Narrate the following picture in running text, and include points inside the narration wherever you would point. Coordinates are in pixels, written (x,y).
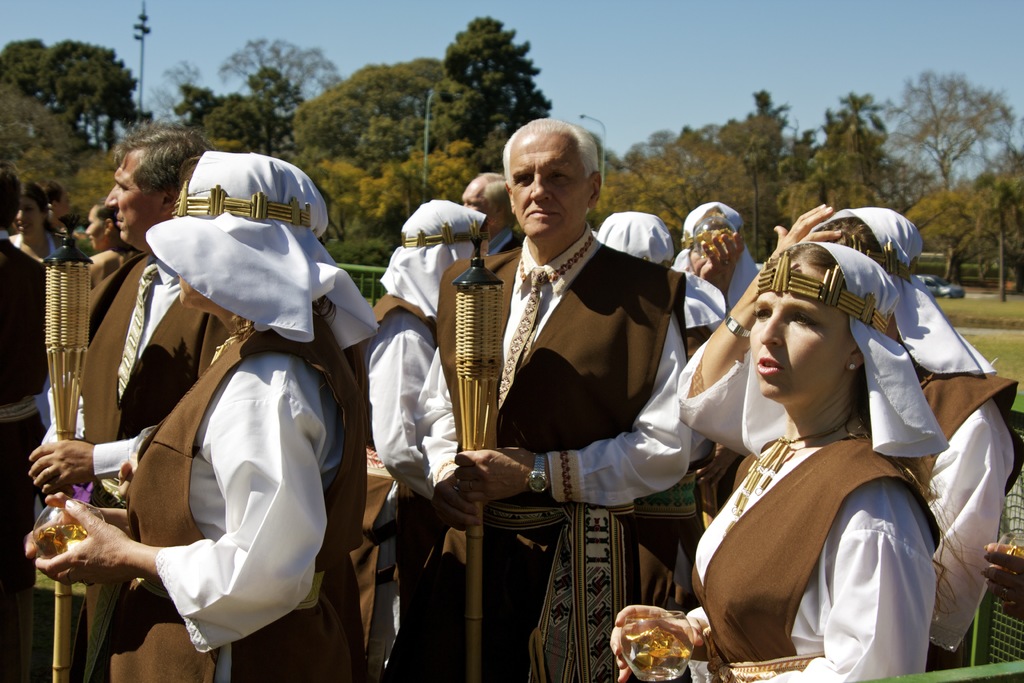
In this picture there are people (31,210) standing and holding objects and we can see mesh (1013,622). In the background of the image (434,160) we can see trees (492,143), car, poles (426,156) and sky (654,71).
